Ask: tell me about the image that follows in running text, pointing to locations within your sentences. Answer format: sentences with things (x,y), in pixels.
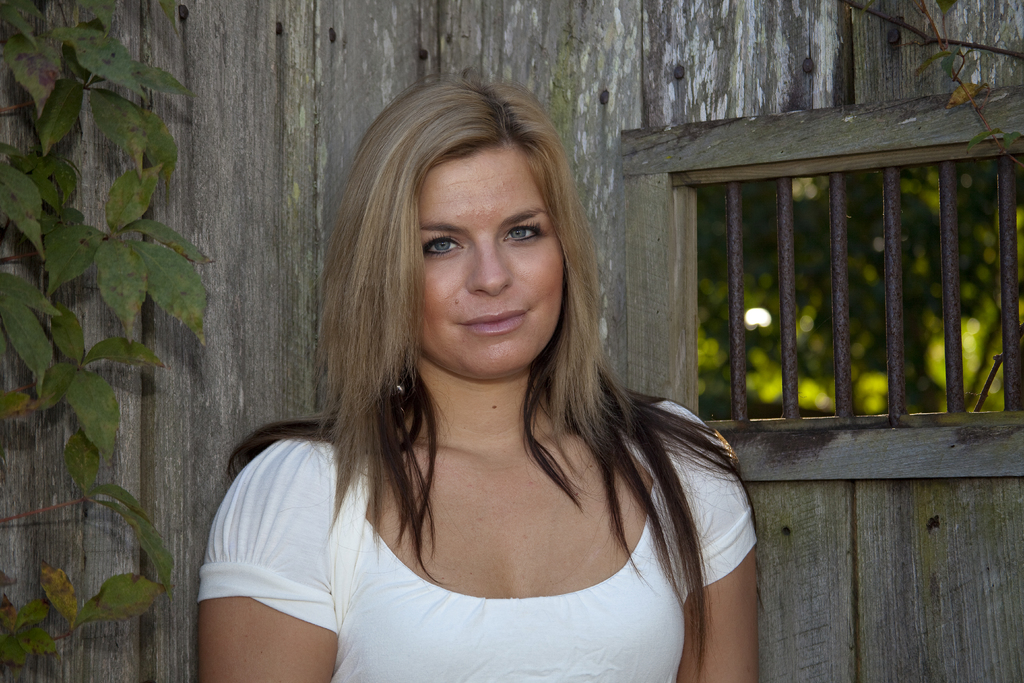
In this image there is one woman (395,471) standing in middle of this image (504,452) is wearing white color dress (327,595), and there is one tree (89,422) on the left side of this image (110,380) and there is a wall (127,409) in the background (603,82). There is a window (796,255) on the right side of this image (797,300).
